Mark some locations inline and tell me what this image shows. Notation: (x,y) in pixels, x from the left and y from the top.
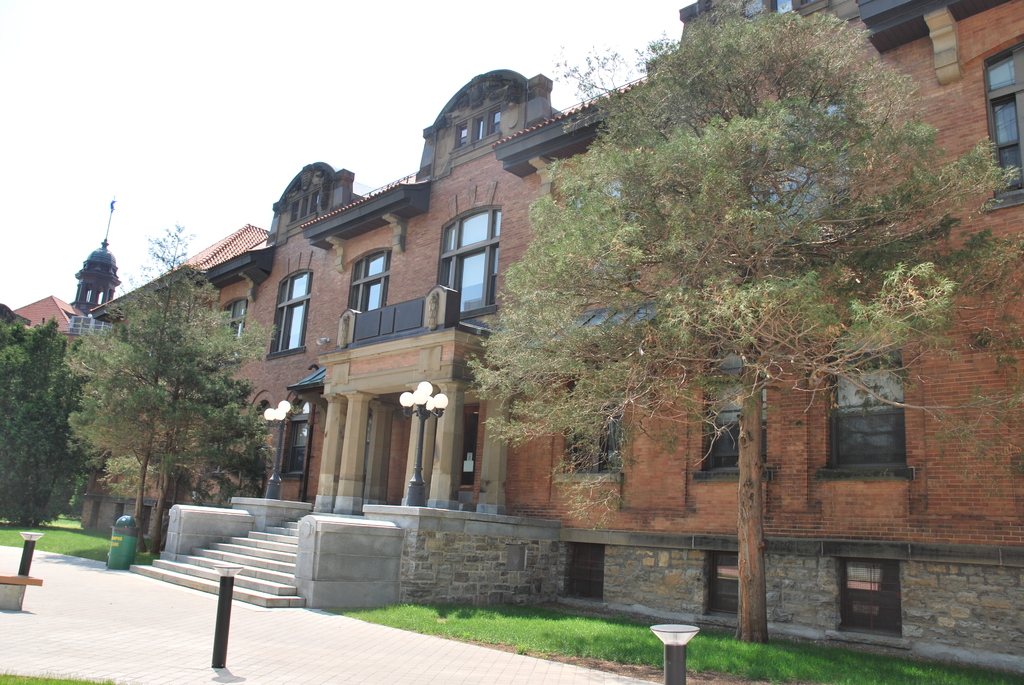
In this image we can see buildings (392,292), windows (488,287), there are light poles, there is a dustbin (125,525), there are trees (117,372), grass (565,647), also we can see the sky (246,70).
